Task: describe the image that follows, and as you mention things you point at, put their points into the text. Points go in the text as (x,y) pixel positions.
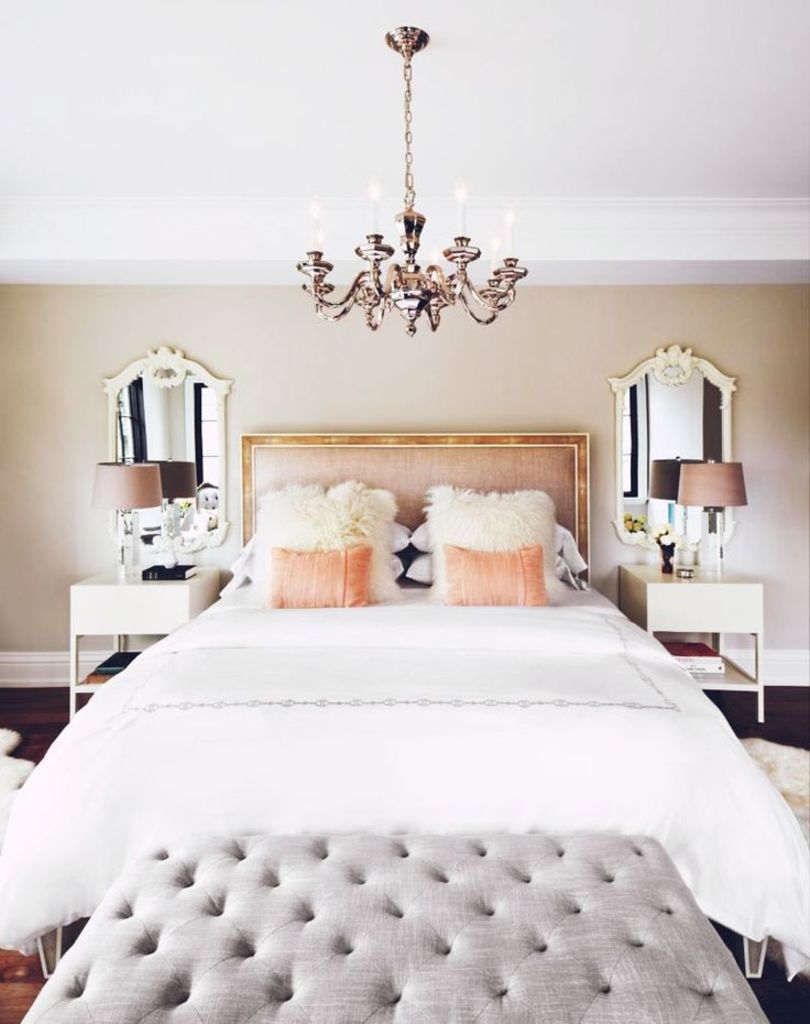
In this image I can see the pillows (422,592) on the bed (370,678). On both sides of the bed (409,620) I can see the tables (643,610). On the tables (198,610) I can see the lamps (709,572) and few objects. In the background (219,453) I can see the mirrors (180,392) to the wall (488,354) and there is a candle chandelier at the top (338,314). In-front of the bed (330,779) I can see an ash color object (744,984).
